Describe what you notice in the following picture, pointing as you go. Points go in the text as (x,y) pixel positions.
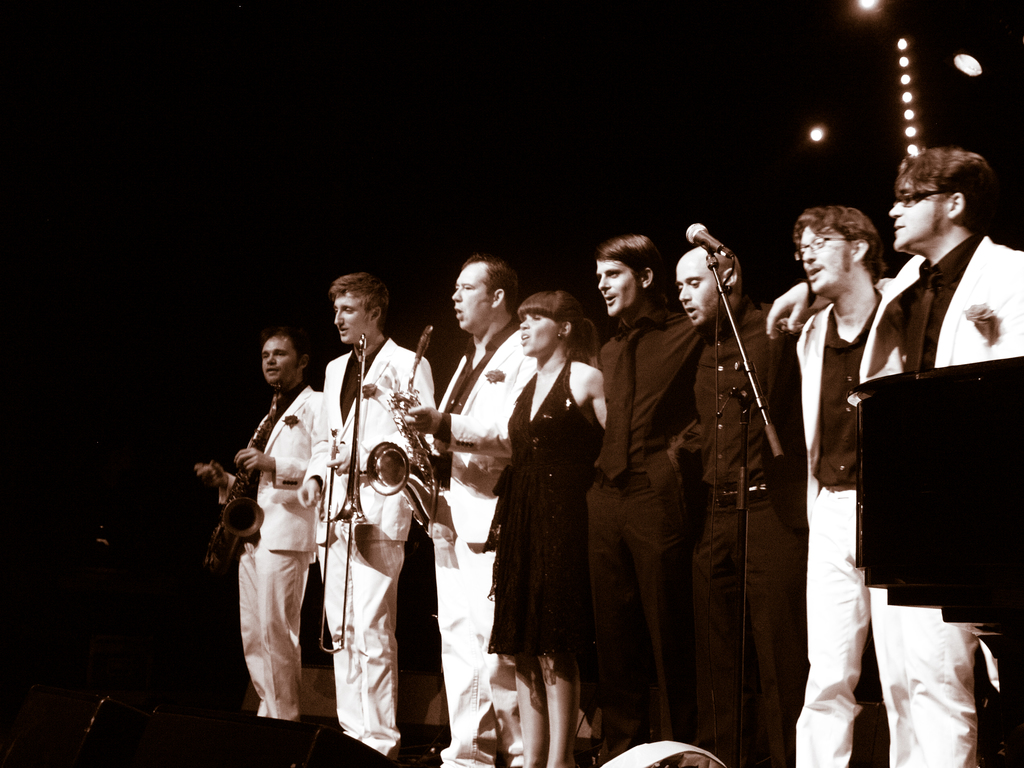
In this image, we can see persons (667,416) on the dark background. These persons (638,536) are wearing clothes (519,406) and standing in front of the mic (702,243). There are three persons (459,447) holding musical instruments (405,428) with their hands (220,470). There are lights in the top right of the image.
